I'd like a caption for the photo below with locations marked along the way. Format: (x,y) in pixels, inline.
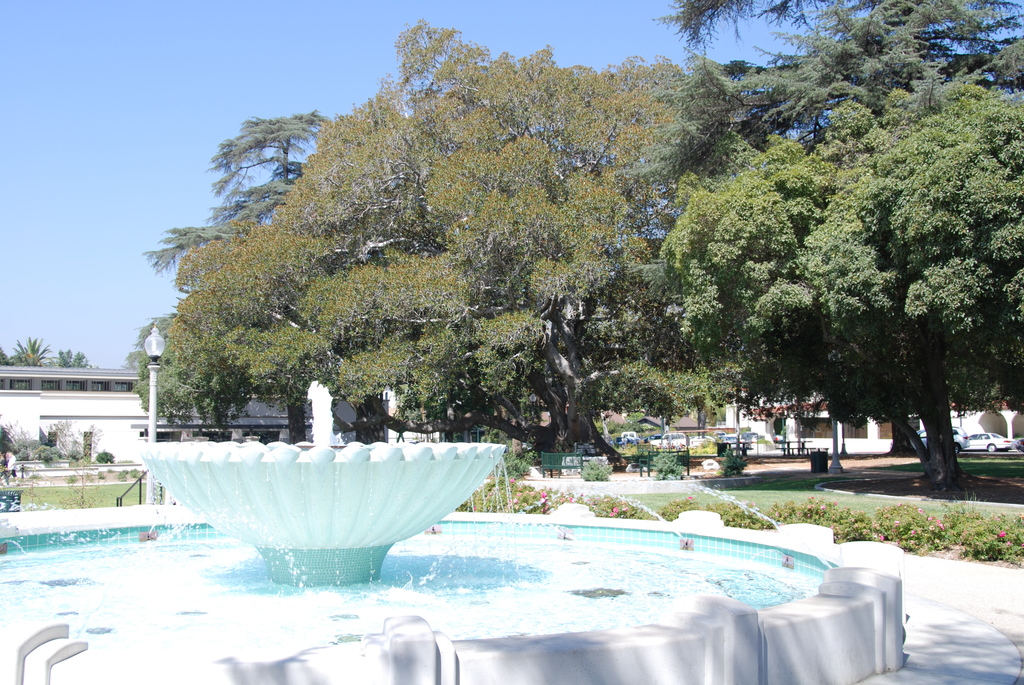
In this image we can see fountains (694,563). In the back (693,352) there are trees (512,309). Also there are plants (969,531) with flowers (594,503). And there is a light pole (150,401). In the background (75,400) there are buildings (85,401), benches (678,449) and vehicles (749,438). And there is sky (123,169).
